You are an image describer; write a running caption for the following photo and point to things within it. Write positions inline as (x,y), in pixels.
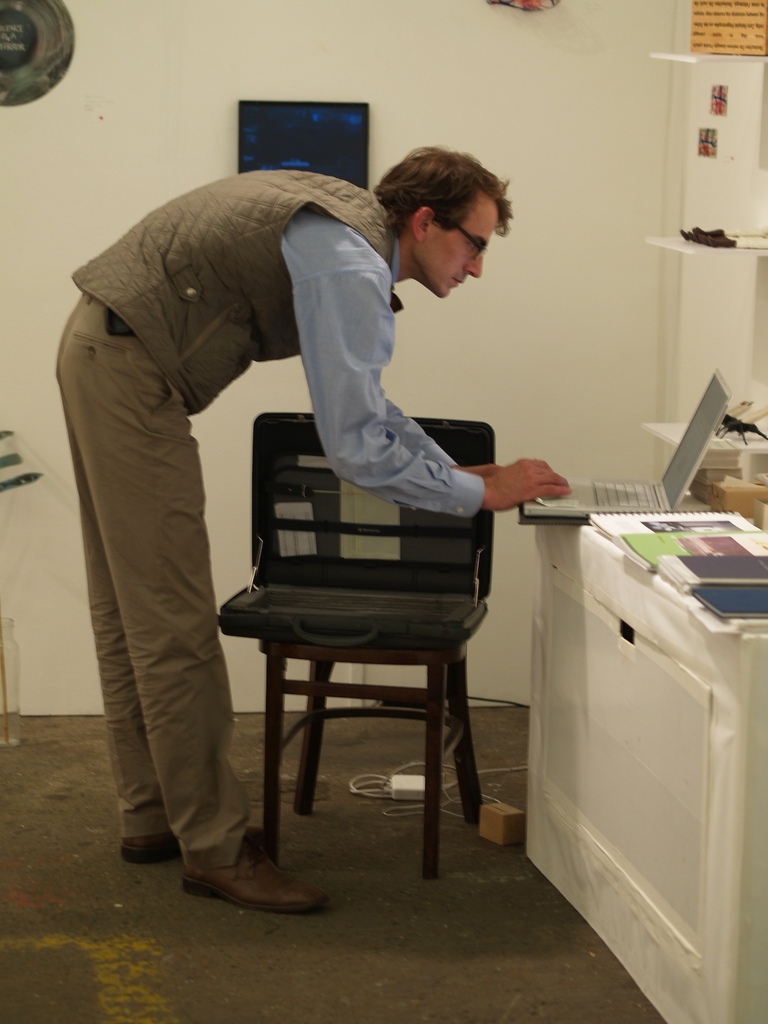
In this image there is a person (527,492) standing and operating a laptop (527,506) on a table (617,572), there are books (717,461), box (721,506) on a table (614,562), and the back ground there is briefcase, chair (429,725), cable (487,771), racks (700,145), frames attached to wall (421,295).
